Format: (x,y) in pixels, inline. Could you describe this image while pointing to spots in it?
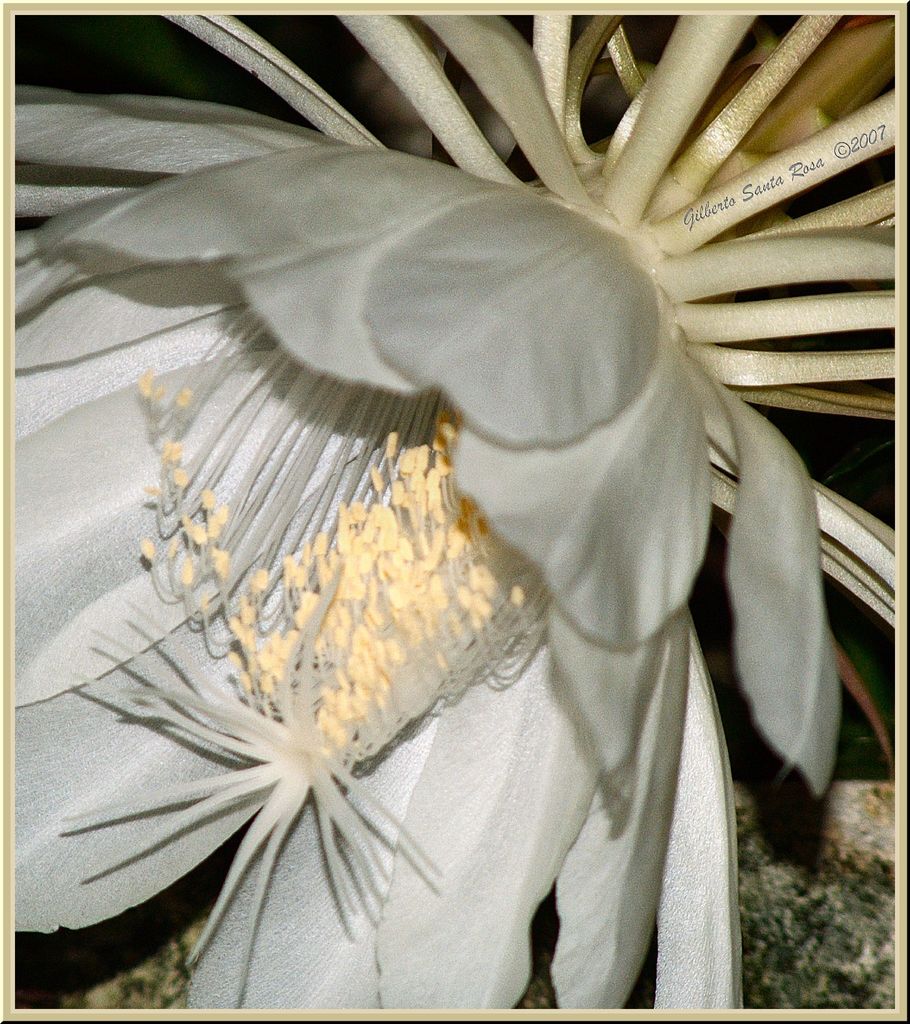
In this picture we can see a flower (414,494). In the top right corner (794,165) we can see the text (716,212). At the bottom of the image (772,965) we can see the ground (66,958).
